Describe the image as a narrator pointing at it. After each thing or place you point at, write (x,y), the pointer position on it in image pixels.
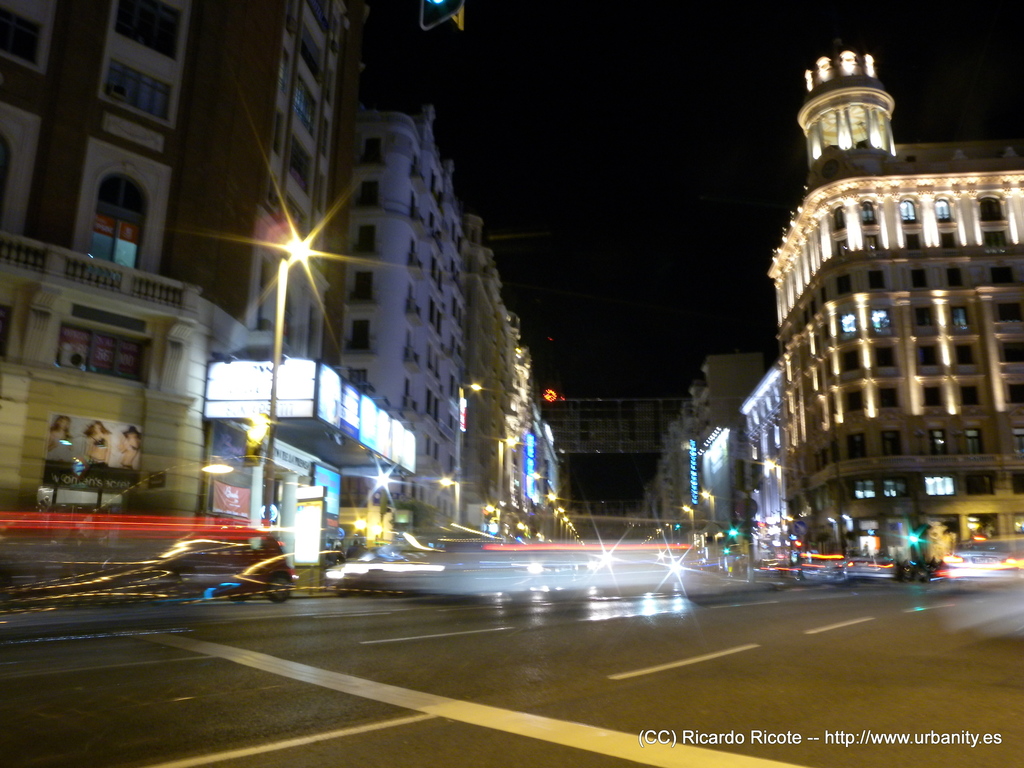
This image is clicked on the road (490,656). There are vehicles (514,560) moving on the road (720,630). On the either sides of the image there are buildings (840,347). There are street light poles (280,274) on the walkway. There are boards (106,466) on the buildings (342,446). At the top (568,190) there is the sky (666,169). In the bottom right (841,735) there is text (770,743) on the image.
